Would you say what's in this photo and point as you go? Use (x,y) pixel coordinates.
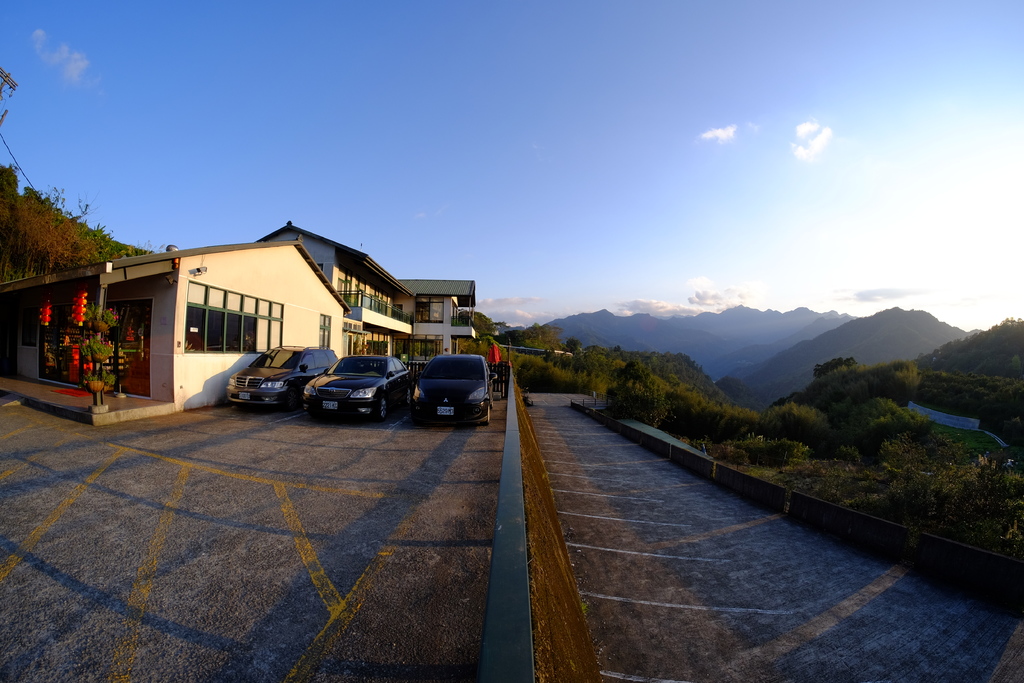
At the bottom (250,569) we can see vehicles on the road (304,514) at the house (245,315) and we can see house plants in the pots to a pole (93,401). In the background (154,309) there are trees (481,349), houses (434,328), roof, windows (377,342), mountains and clouds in the sky (907,42). On the right side (895,474) there is a road (788,661), trees (671,411), and plants (844,465) on the ground (660,515).
